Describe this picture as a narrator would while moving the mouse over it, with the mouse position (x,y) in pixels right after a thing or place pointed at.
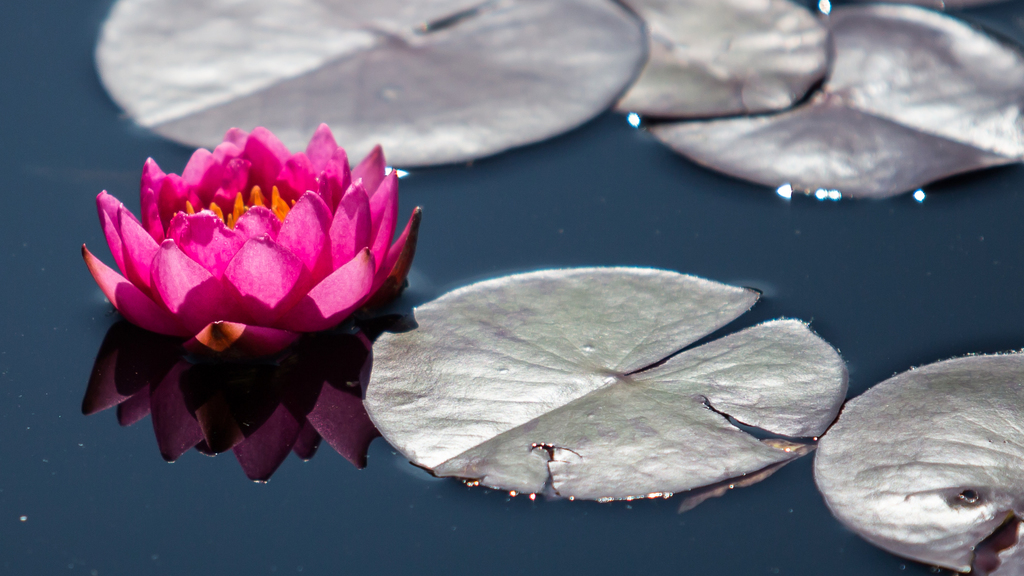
In this image we can see a flower (297,315) and some leaves (415,385) on the water (389,476).
